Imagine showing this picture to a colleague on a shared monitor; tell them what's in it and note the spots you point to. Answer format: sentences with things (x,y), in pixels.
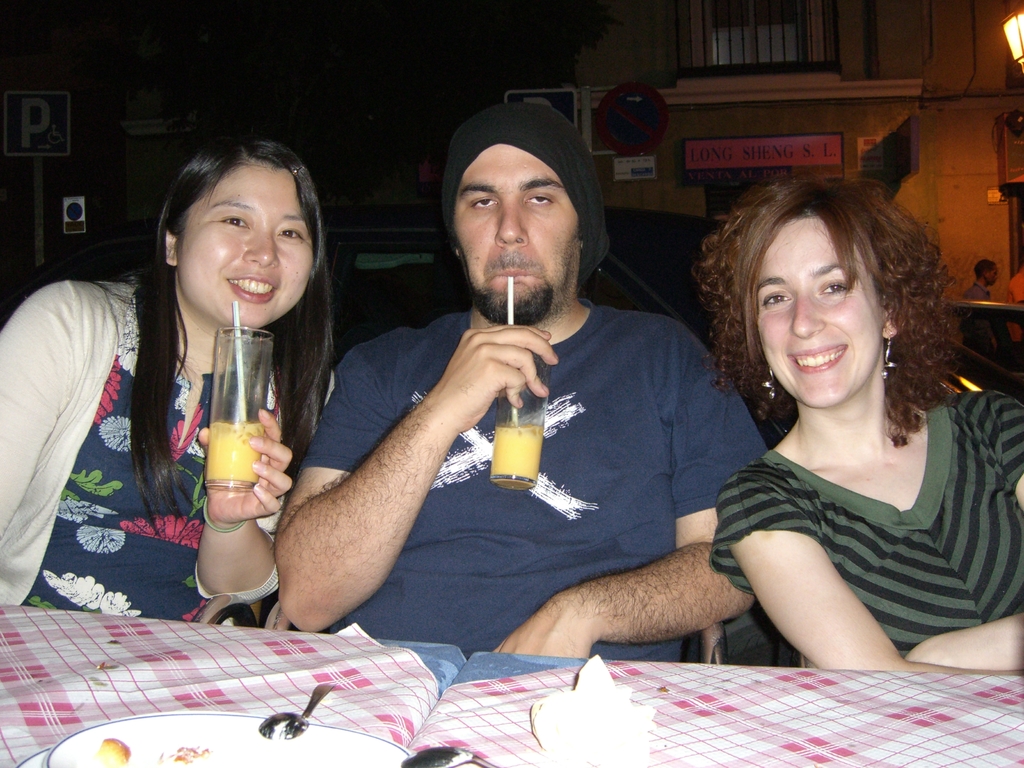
In the center of the image (476,431) we can see person (377,515) sitting on the chairs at the table (177,682). At the bottom of the image (438,667) we can see table (423,689). On the table (408,700) there is a spoon (307,711), plate (241,722) and tissues (572,718). In the background (928,82) there is a building (725,82), light (1020,57) and cars (658,235).
